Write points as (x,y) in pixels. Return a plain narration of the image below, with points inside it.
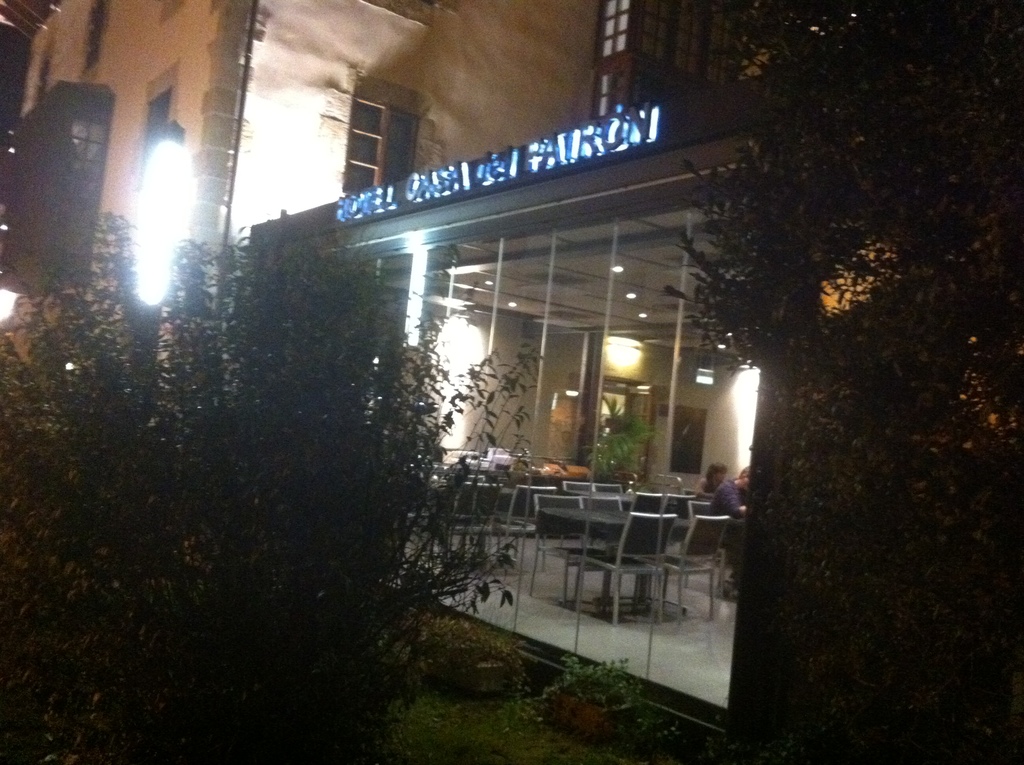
In this picture we can see a few trees (36,547) on the right (883,386) and left side of the image (35,601). We can see a few chairs (692,516) and tables (612,495). There are some people (736,476) visible in the building (686,456). We can see a few windows (94,109) on this building (205,92). There are a few lights (461,336) on the left side (163,143).
